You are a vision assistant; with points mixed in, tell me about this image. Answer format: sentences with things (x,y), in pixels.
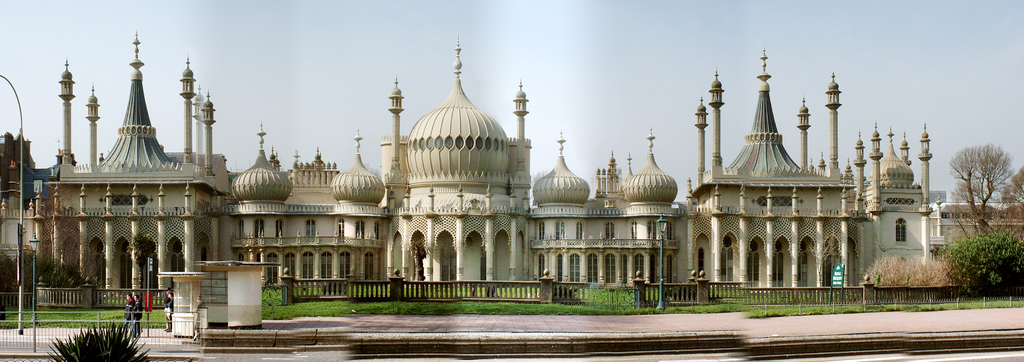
In this picture, we see a Royal Pavilion palace (505,205). At the bottom of the picture (96,340), we see a plant (110,342). Behind that, we see three men (127,310) are standing near the gate (99,319). On the left side (21,315), we see a pole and railing (93,294). We see the grass (288,315). We see the poles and railing (653,302) in the middle of the picture (660,234). On the right side (992,170), there are trees (992,170). At the top of the picture (423,65), we see the sky (283,84).
